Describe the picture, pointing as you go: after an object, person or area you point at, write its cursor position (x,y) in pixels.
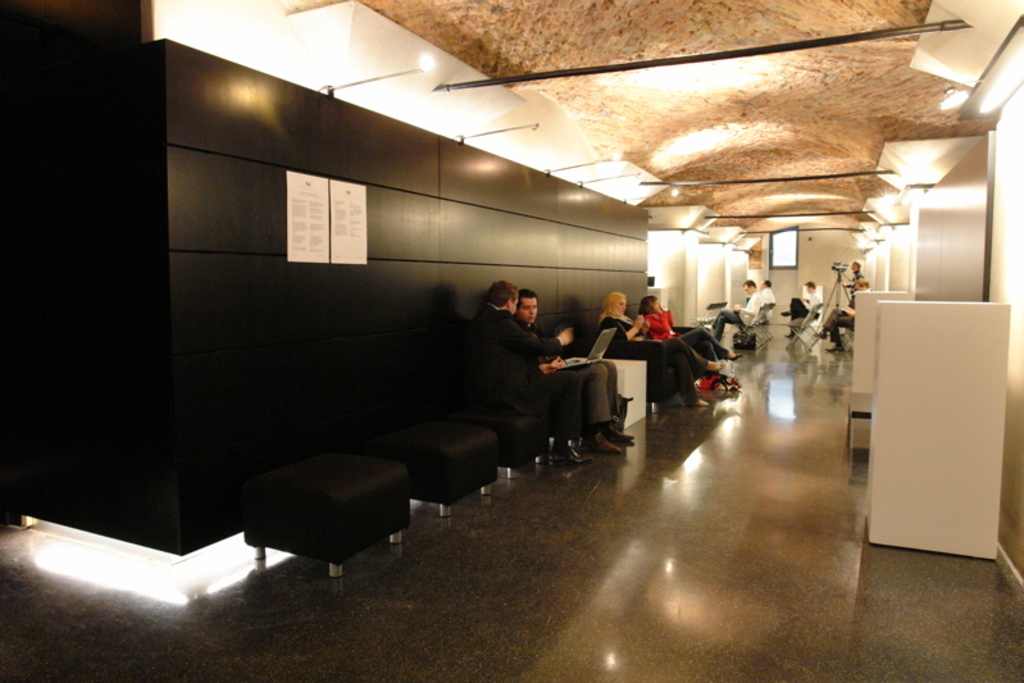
In this image we can see people (604,391) sitting on chairs (848,333). At the bottom of the image (580,593) there is floor (539,593). To the left side of the image (102,364) there is a wooden black color wall (198,240). At the top of the image (641,158) there is ceiling (657,164) with lights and rods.
